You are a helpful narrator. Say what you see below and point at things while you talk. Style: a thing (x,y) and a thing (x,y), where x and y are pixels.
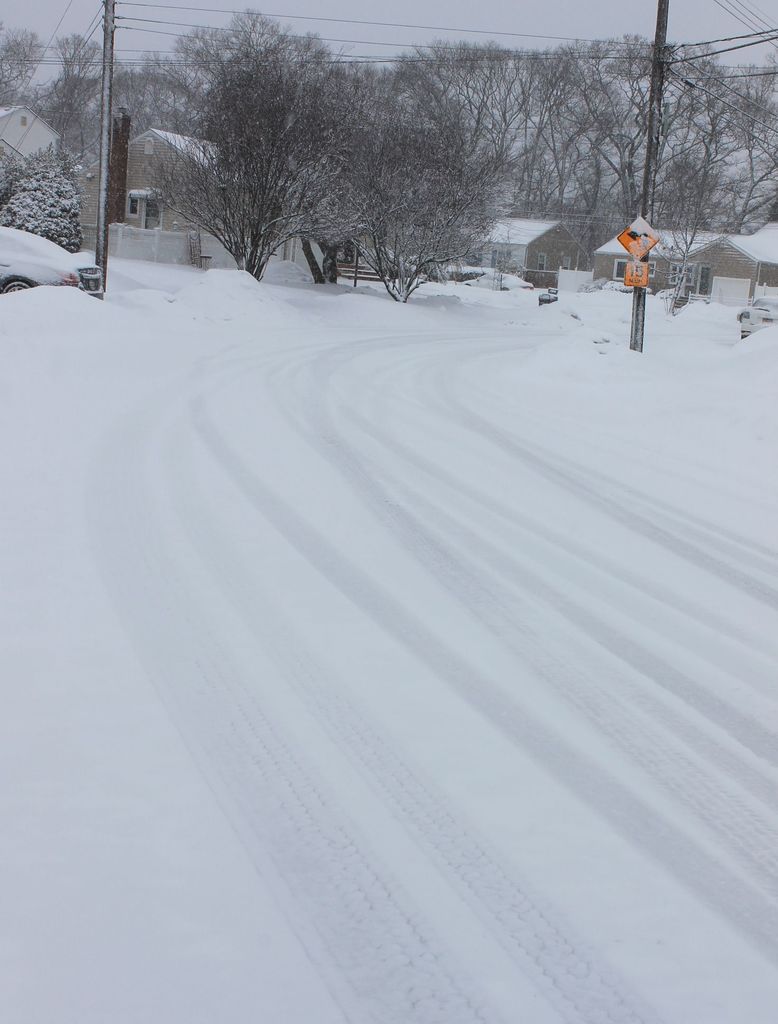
At the bottom of the picture (333,903), we see the road (315,813) which is covered with snow (333,837). There are many trees (333,159) and buildings (122,167) in the background (296,244). On either side of the road (336,858), we see an electric poles (106,46) and wires (737,112). On the left top of the picture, we see a white car (30,253).
